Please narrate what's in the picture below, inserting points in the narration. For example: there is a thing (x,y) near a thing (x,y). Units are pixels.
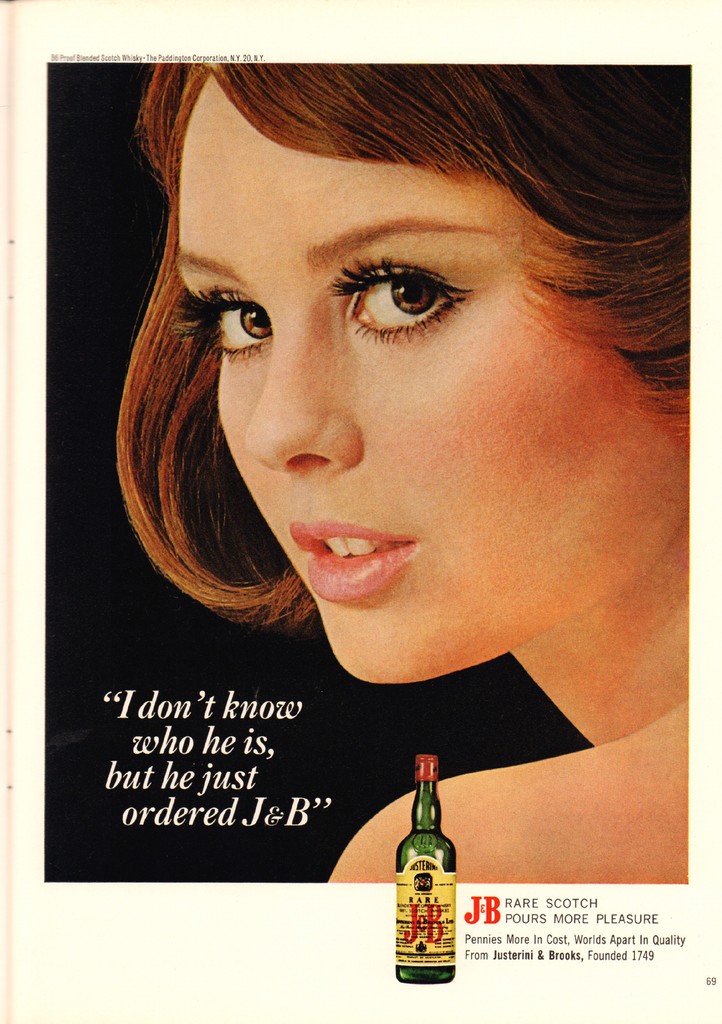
In this image we can see a woman (323,378). Here we can see a text (257,742). Here we can see the glass bottle (430,849) at the bottom (415,877).
